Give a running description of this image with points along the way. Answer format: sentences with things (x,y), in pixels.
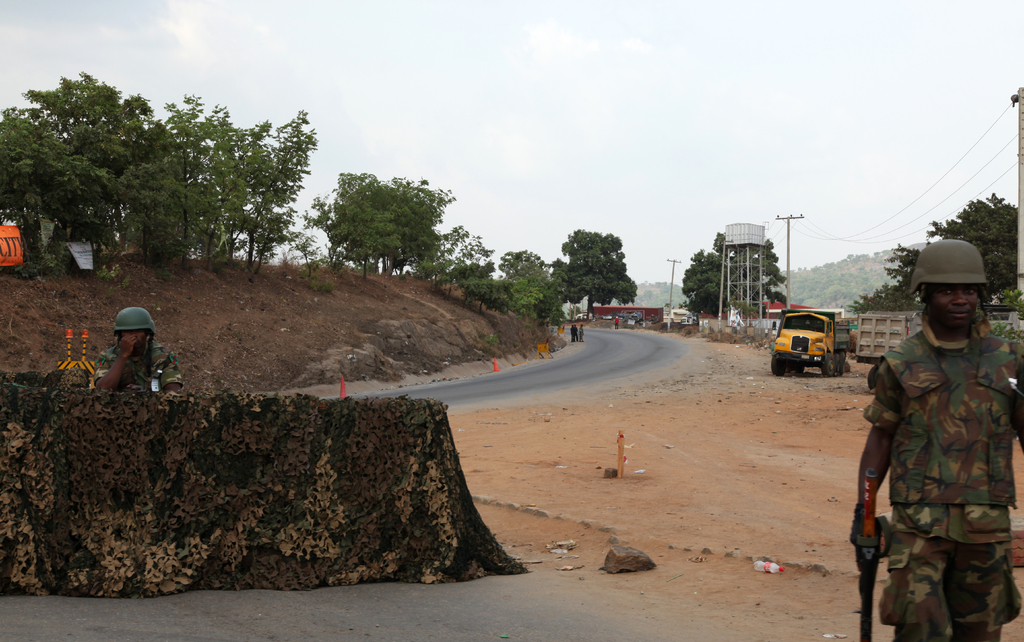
In this image we can see so many trees (61,241), some people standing on the road (567,368), poles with wires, some vehicles (869,315) are parked, two roads (510,591), one person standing on the road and one soldier (944,421) holding a gun (873,539). There are mountains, some stones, one tank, some objects (763,563) on the surface (599,330) and at the top (610,130) there is the sky (612,143).
